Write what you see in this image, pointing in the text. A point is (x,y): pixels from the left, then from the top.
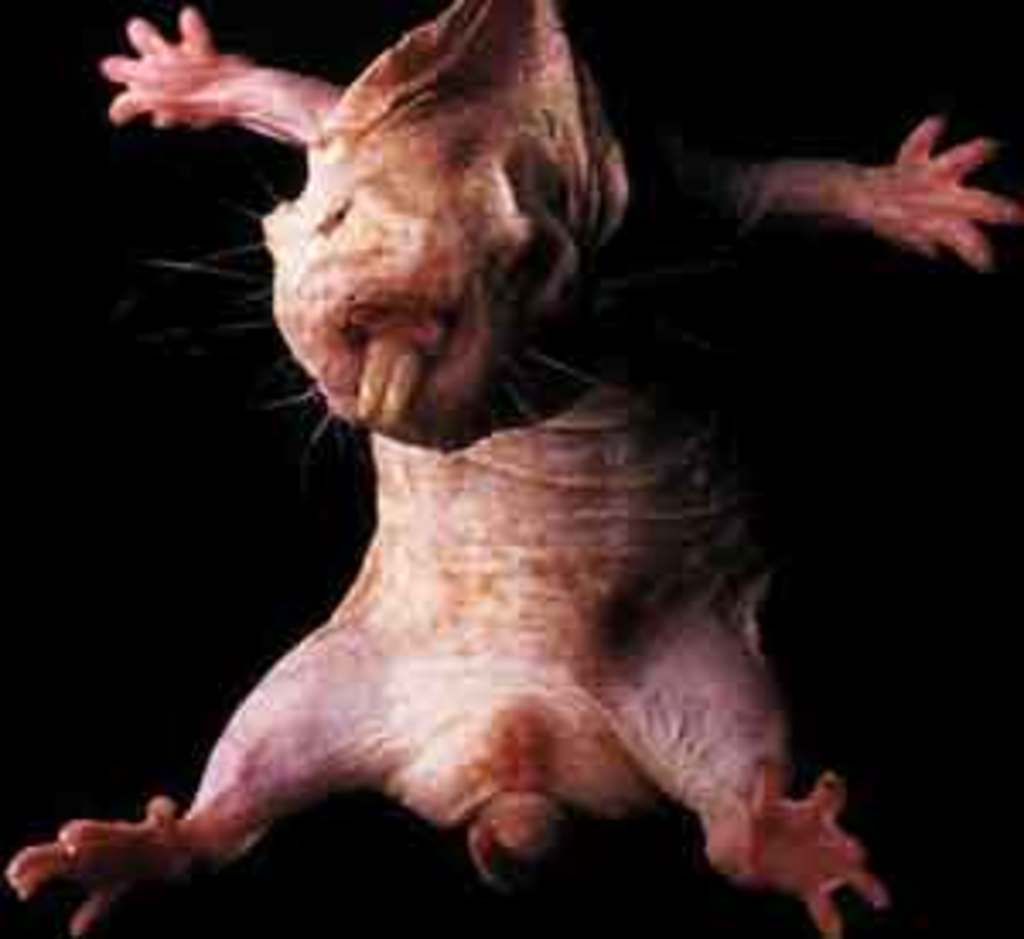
In this image there is a naked mole-rat (261,94).
